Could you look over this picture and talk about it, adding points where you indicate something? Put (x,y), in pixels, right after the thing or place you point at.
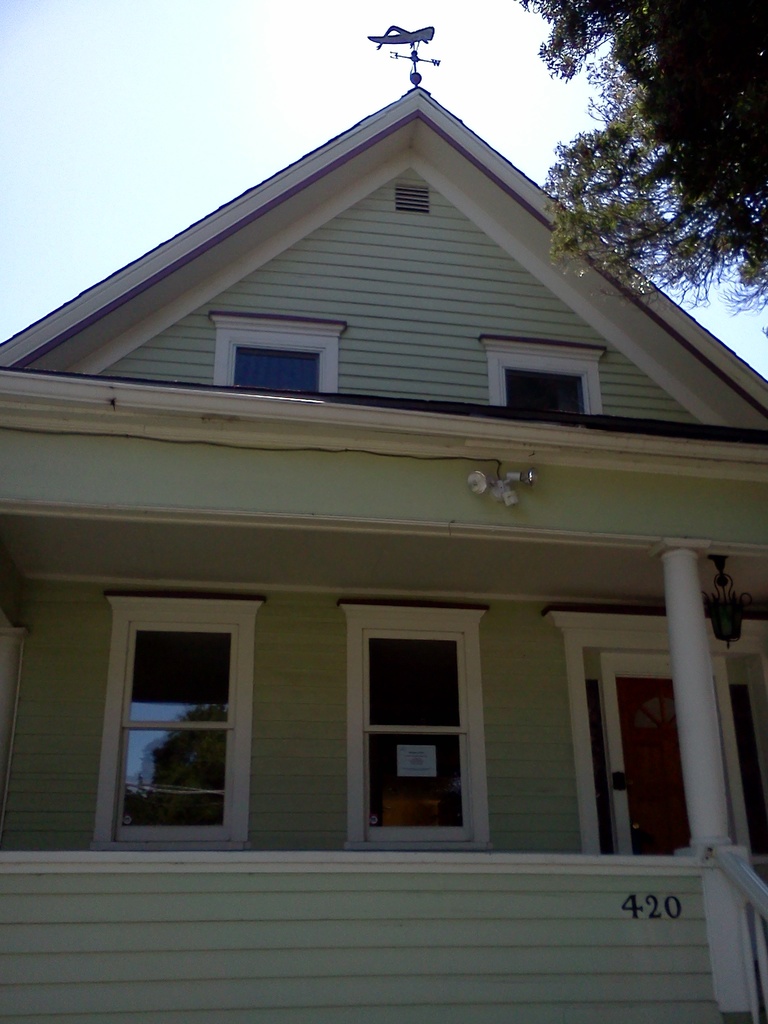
Here in this picture we can see a house (253,426) with windows (199,621) present over a place (214,995) and on the right side (606,174) we can see trees (701,214) present and we can see the sky (675,284) is clear.
